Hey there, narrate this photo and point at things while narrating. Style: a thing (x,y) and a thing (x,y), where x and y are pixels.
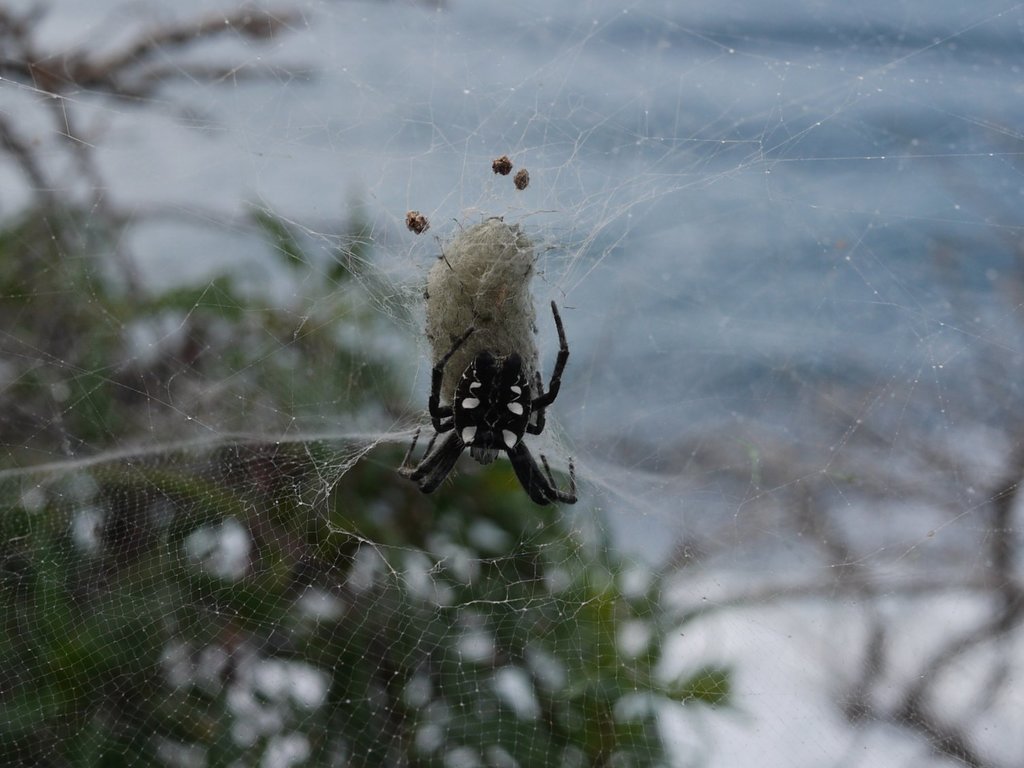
In the middle of this image (440,367), there is a spider (433,394) on a web (563,449). And the background (306,390) is blurred.
